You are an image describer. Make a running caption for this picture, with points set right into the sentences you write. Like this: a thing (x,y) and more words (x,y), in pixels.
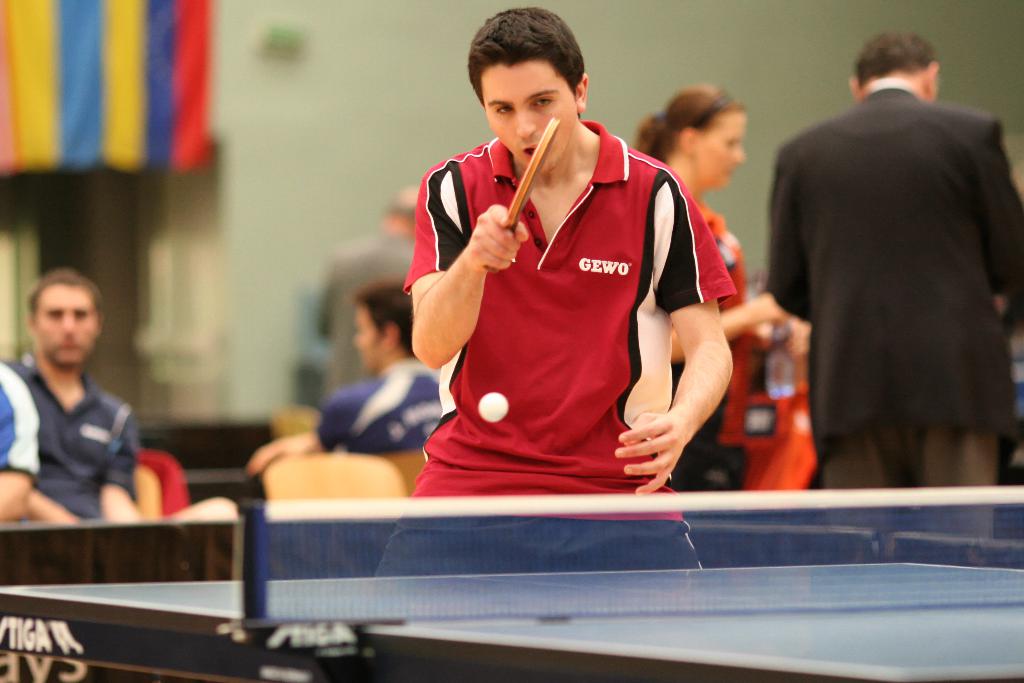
In the center of the image (565,325) we can see a man (603,352) standing holding a racket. We can also see a ball (484,415) and the table tennis (520,608) in front of him. On the backside (843,441) we can see some people (857,447) standing. In that a woman (795,338) is holding a bottle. We can also see some people (287,449) sitting on the chairs (163,468), a cloth (49,7) and a wall (227,134).
